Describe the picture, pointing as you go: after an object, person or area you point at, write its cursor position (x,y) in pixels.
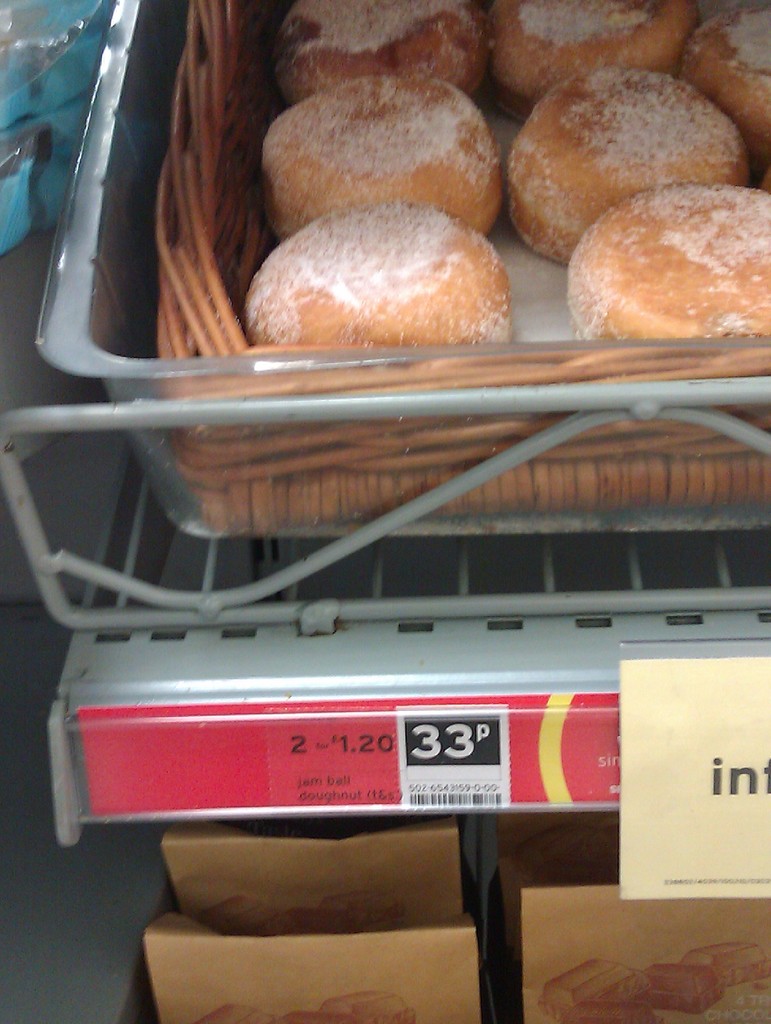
In the center of the image (263,641) we can see one ash color object (358,606). In that object (554,588), we can see one basket (250,51) and some food items (519,174). And we can see one small board (665,754) and some text (478,735) on the ash color object (519,609). At the bottom of the image (654,977), we can see a few paper covers (585,815). At the top left side of the image (16,179), we can see some objects (31,35).
